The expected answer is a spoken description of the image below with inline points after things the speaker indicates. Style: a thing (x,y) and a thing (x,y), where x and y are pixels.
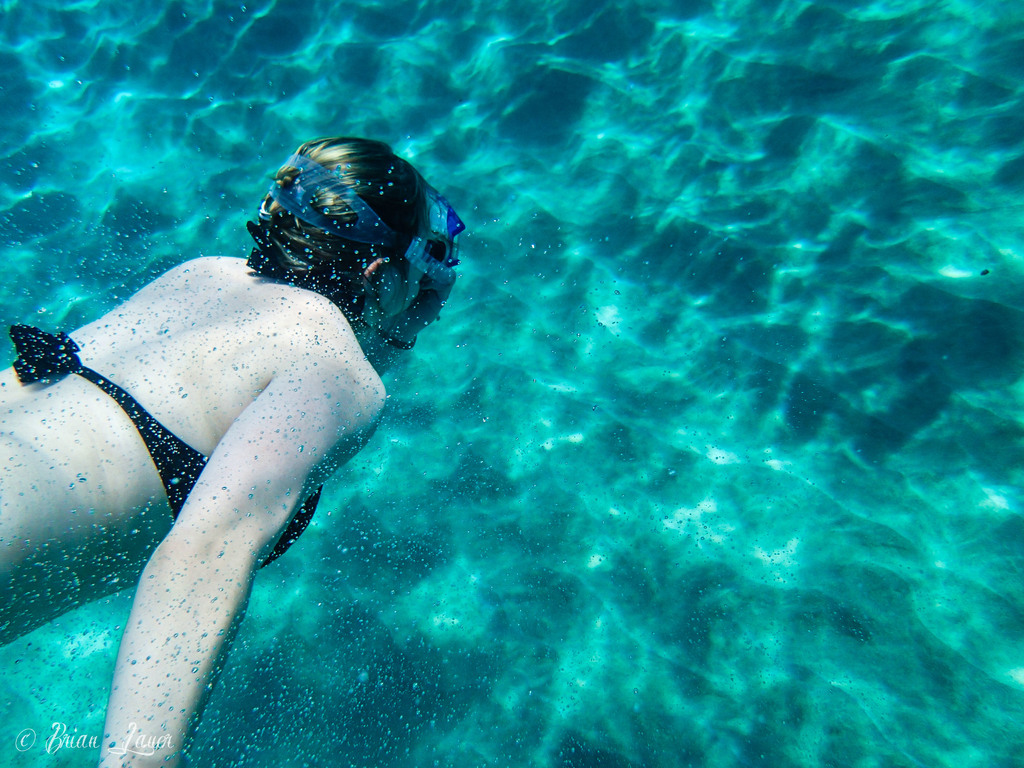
In the picture a woman (66,600) is swimming in the water (730,223), she is wearing a mask (425,246) to her face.
